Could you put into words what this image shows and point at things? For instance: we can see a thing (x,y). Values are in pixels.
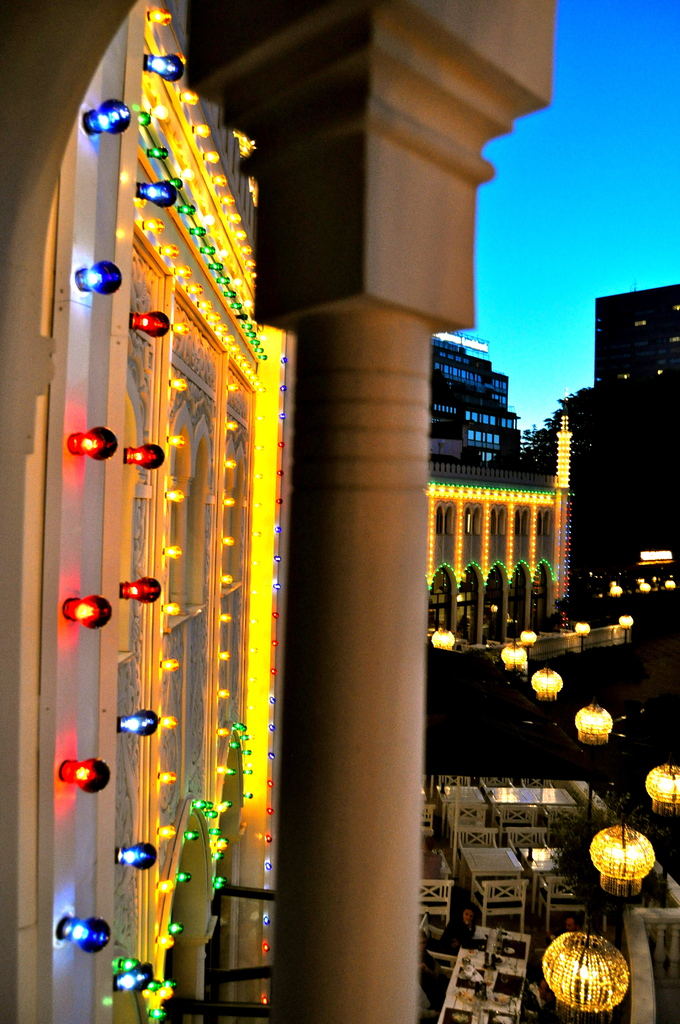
In the background of the image (460,545) there are buildings (656,343). To the left side of the image (29,339) there is a wall (211,826) with lights (222,774). In the center of the image (408,442) there is a pillar (343,316).
